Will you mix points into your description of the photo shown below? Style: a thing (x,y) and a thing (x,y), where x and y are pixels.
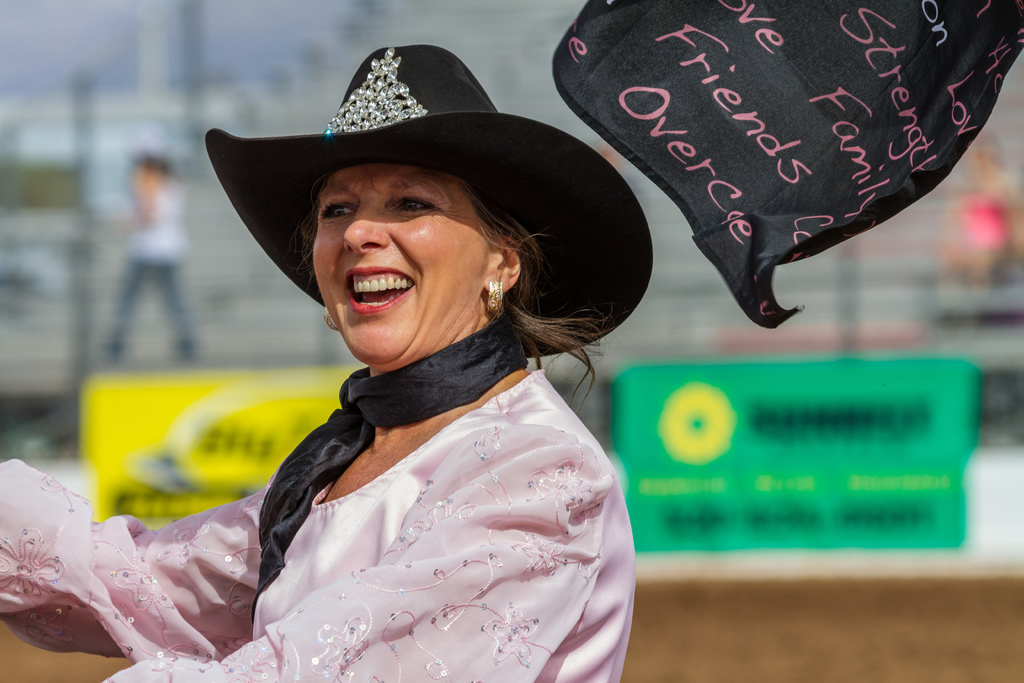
In the image there is a lady (432,483) with stole (373,396) around her neck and there is a hat (409,149) on the head (397,245). She is smiling. In the top right corner of the image (887,138) there is a black cloth (752,47) with something written on it. Behind her there is a blur background (238,409) and also there are few posters (247,398).
